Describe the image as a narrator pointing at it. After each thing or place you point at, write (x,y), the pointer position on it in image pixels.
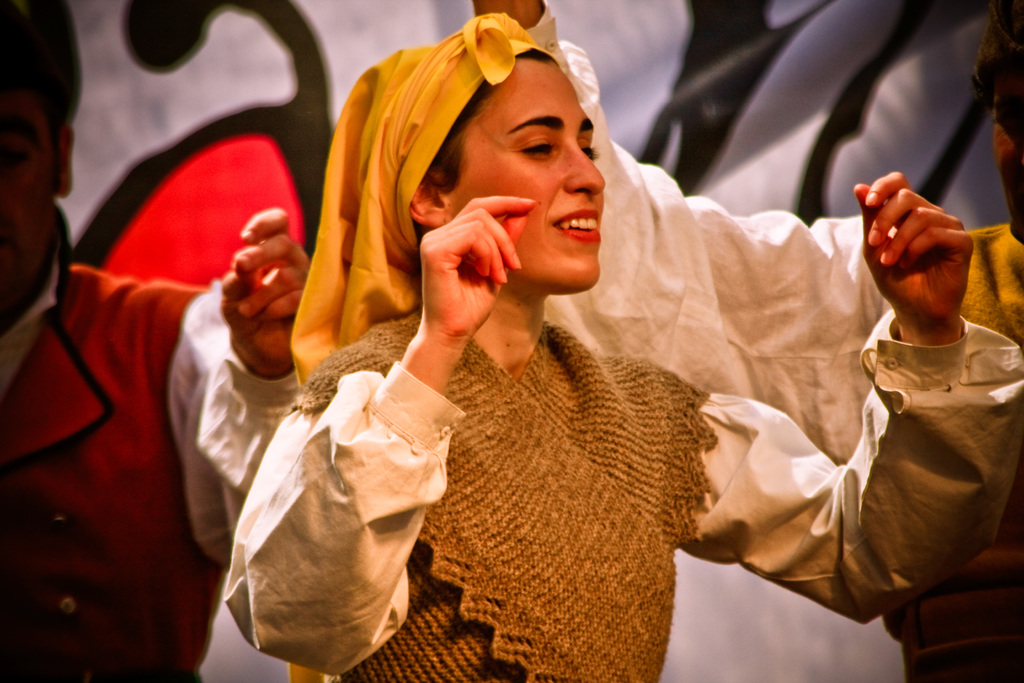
In the center of the image (582,399) we can see a woman (617,498). On the backside (306,221) we can see some people (274,243) and a banner (258,197).
